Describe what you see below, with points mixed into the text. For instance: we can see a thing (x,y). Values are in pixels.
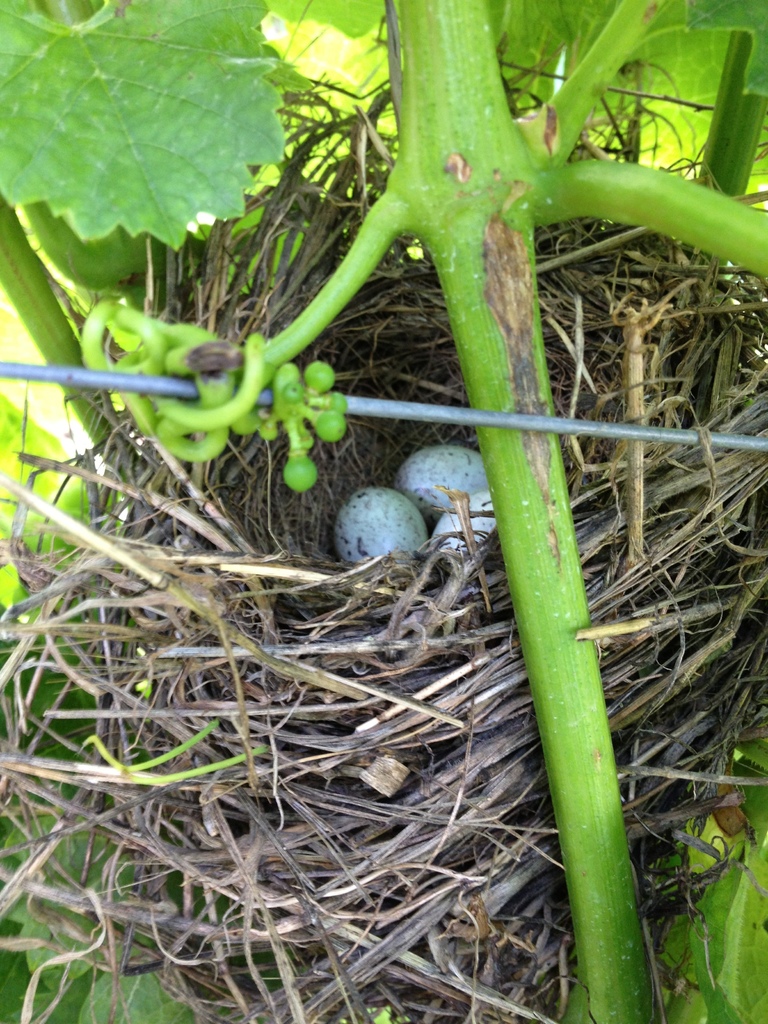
In this image I can see a plant (408,122) which is green in color and in between the plants (485,90) I can see a birds nest (283,448) which is brown in color. In the nest (520,666) I can see three eggs (415,459) which are white in color.
